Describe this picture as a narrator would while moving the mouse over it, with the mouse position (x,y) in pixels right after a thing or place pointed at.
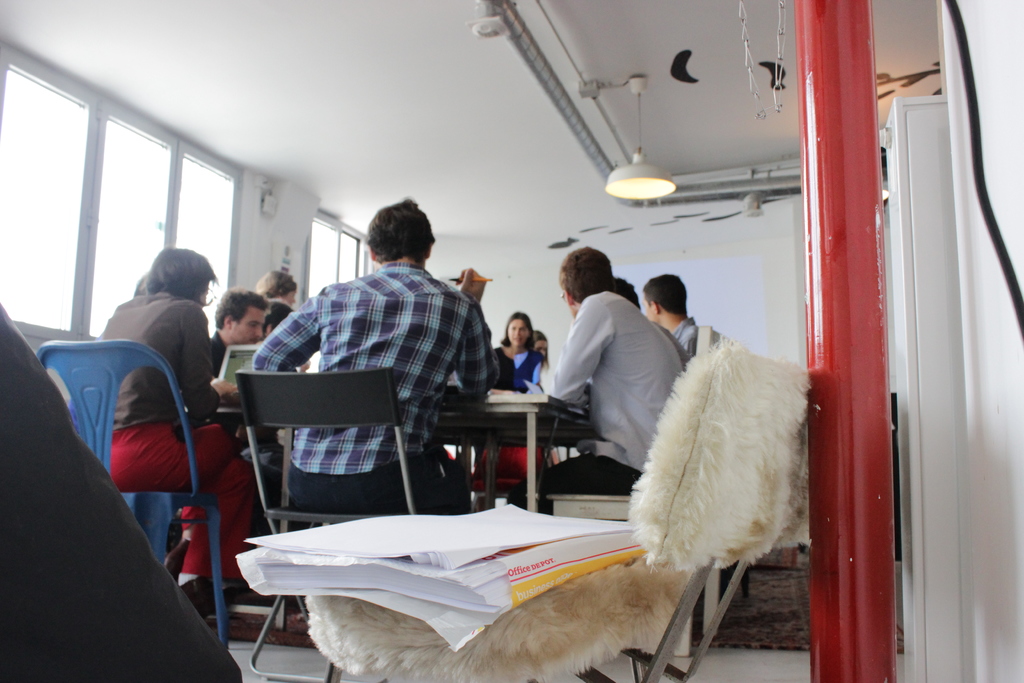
In this image there are group of people (368,427) sitting in chairs (368,385), and there is a table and background there is a light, wall (304,220), window (46,261), papers (584,573) in a chair (748,371), pole (864,330).
